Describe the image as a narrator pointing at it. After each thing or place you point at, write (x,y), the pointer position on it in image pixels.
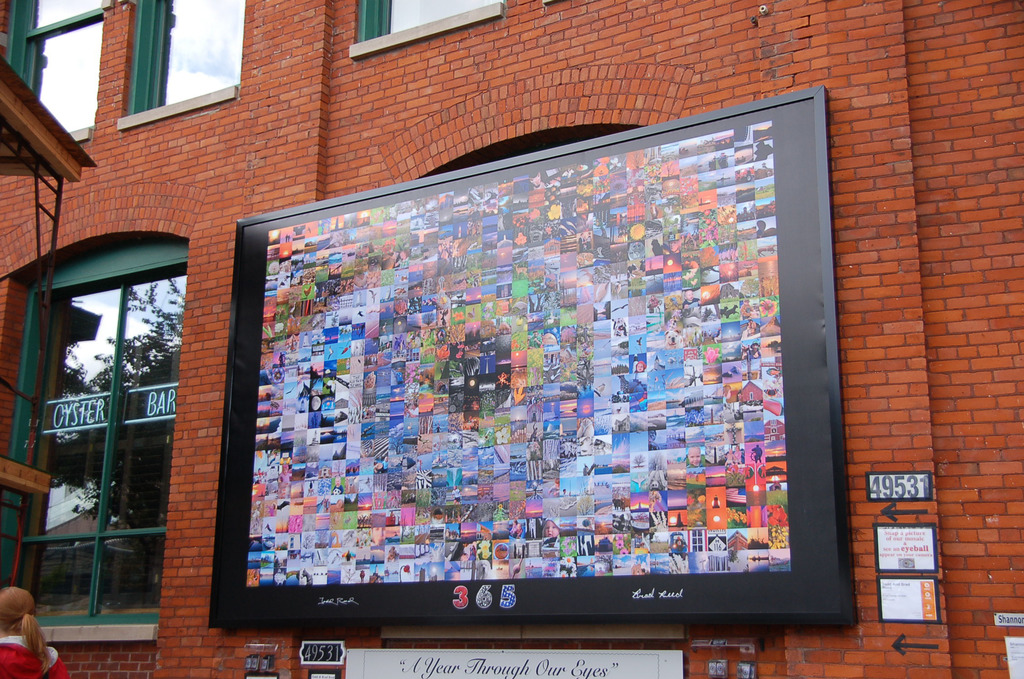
In this image I can see a building wall (937,121), hoarding (555,432), windows (87,617) and a person (15,605). This image is taken during a day near the restaurant (85,653).
